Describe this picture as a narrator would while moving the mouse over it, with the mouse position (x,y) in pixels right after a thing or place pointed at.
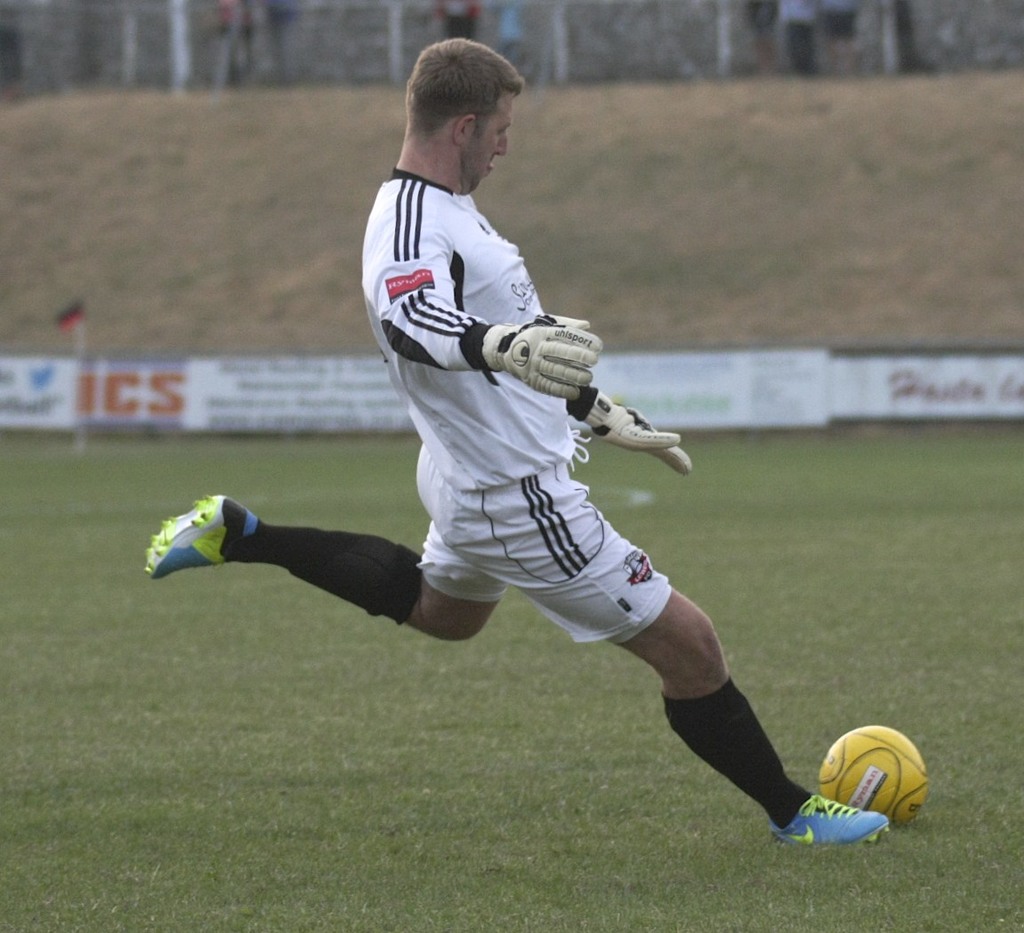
In this picture I can see a man (848,818) playing with a ball (899,768), and in the background (878,531) there is grass (788,493), boards (53,406), group of people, a flag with a pole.
